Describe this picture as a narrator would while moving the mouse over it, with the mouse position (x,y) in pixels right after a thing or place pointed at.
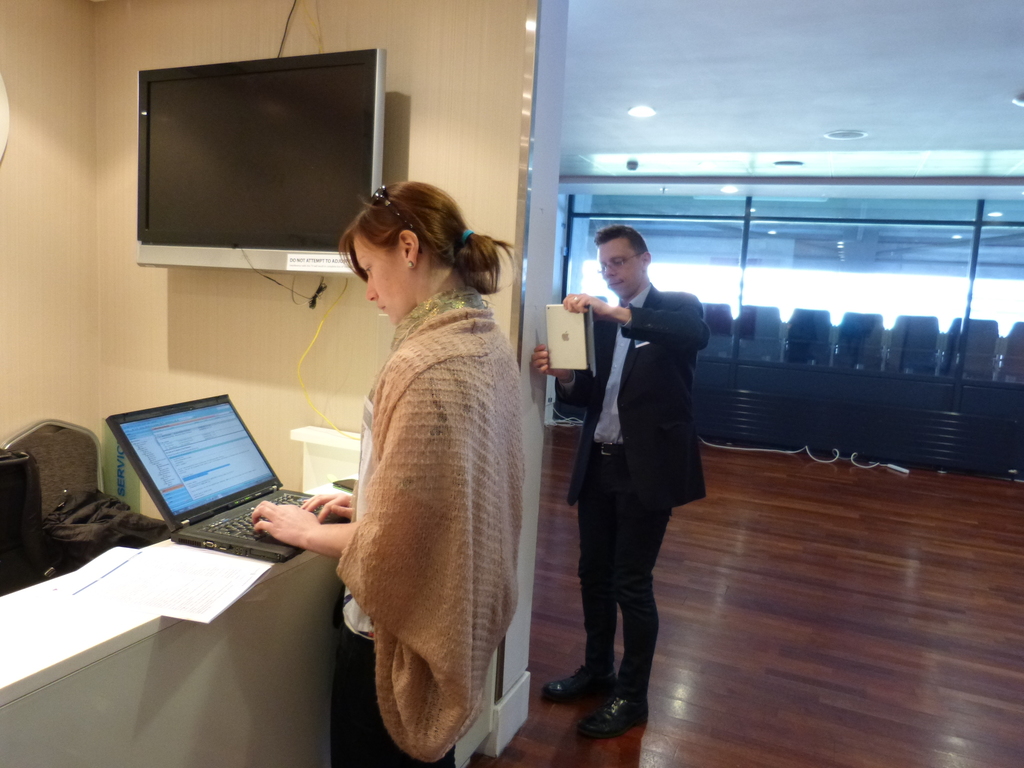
There is a woman (435,718) with laptop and man (614,468) with apple ipad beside TV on the wall (80,383).
